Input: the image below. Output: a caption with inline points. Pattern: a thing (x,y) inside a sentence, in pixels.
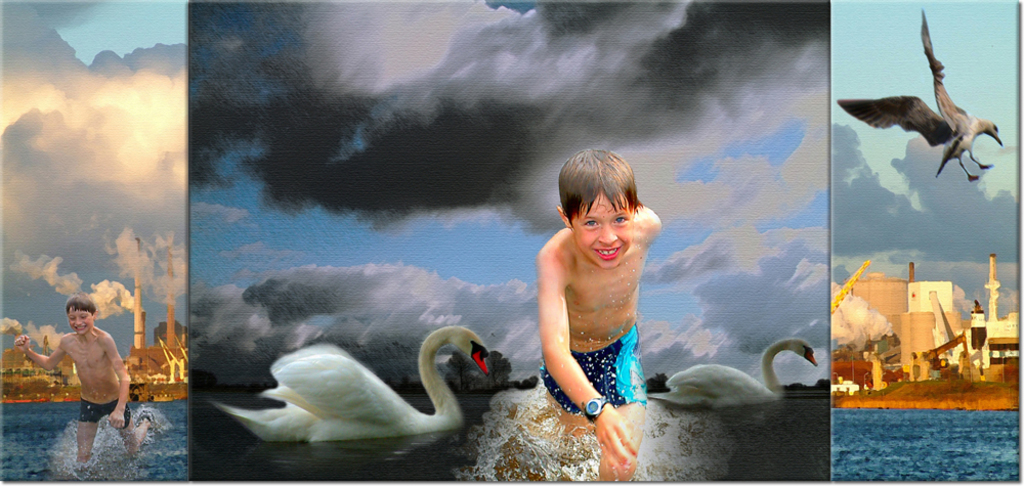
This is an edited image with the collage of images. On the right (890,106) there is a bird (929,122) flying in the sky (895,71) and we can see the buildings (932,373) and a water body (913,433). In the center (607,281) there is a kid (582,364) seems to be running and there are two swans (429,373) in the water body (767,438). On the left (107,358) there is a person (110,383) seems to be running and we can see the water body (169,417) and the buildings (140,352). In the background (150,40) we can see the sky (265,65) which is full of clouds (739,182).
